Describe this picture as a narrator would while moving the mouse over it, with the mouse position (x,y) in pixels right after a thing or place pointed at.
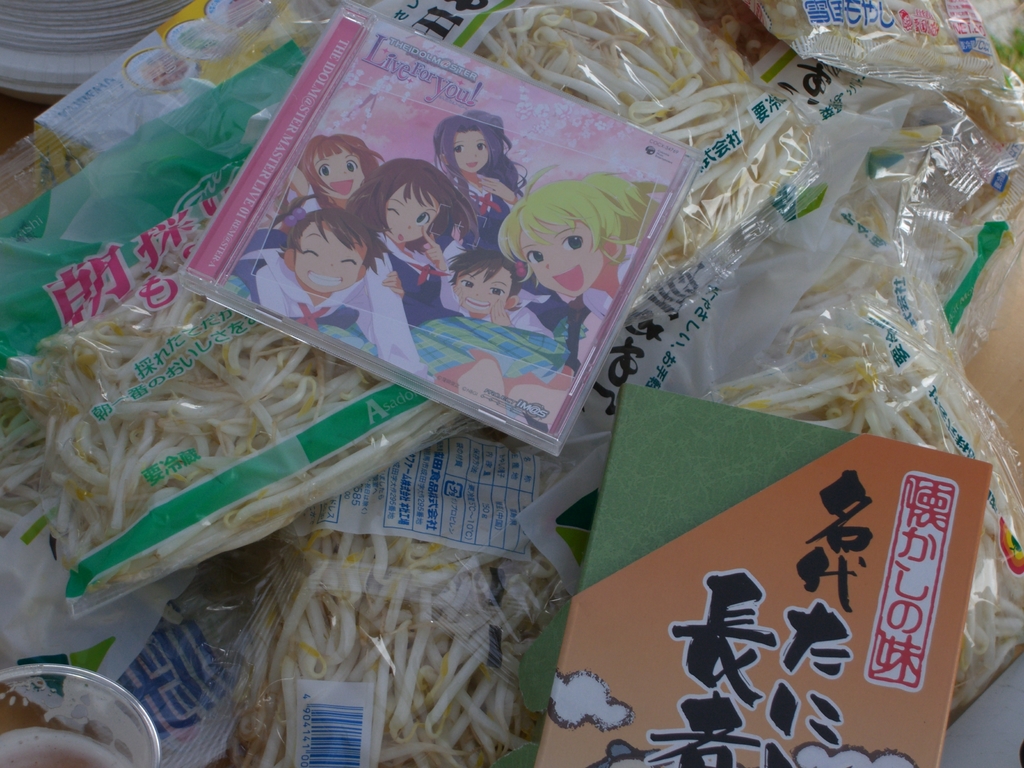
In this picture I can observe food packets (325,431). In the middle of the picture (531,286) I can observe cartoon characters (441,249) on the DVD box (369,278).
